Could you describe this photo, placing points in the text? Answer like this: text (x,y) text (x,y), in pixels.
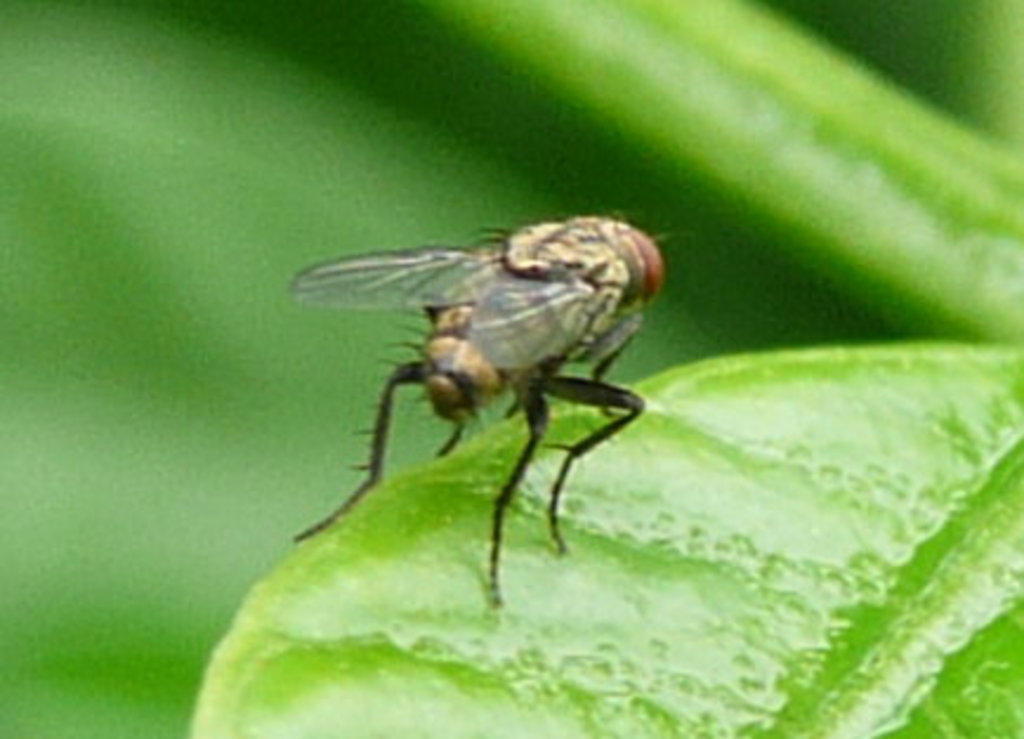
In this image we can see an insect (579,395) on the leaf (567,684). There is a blur background (402,37).
